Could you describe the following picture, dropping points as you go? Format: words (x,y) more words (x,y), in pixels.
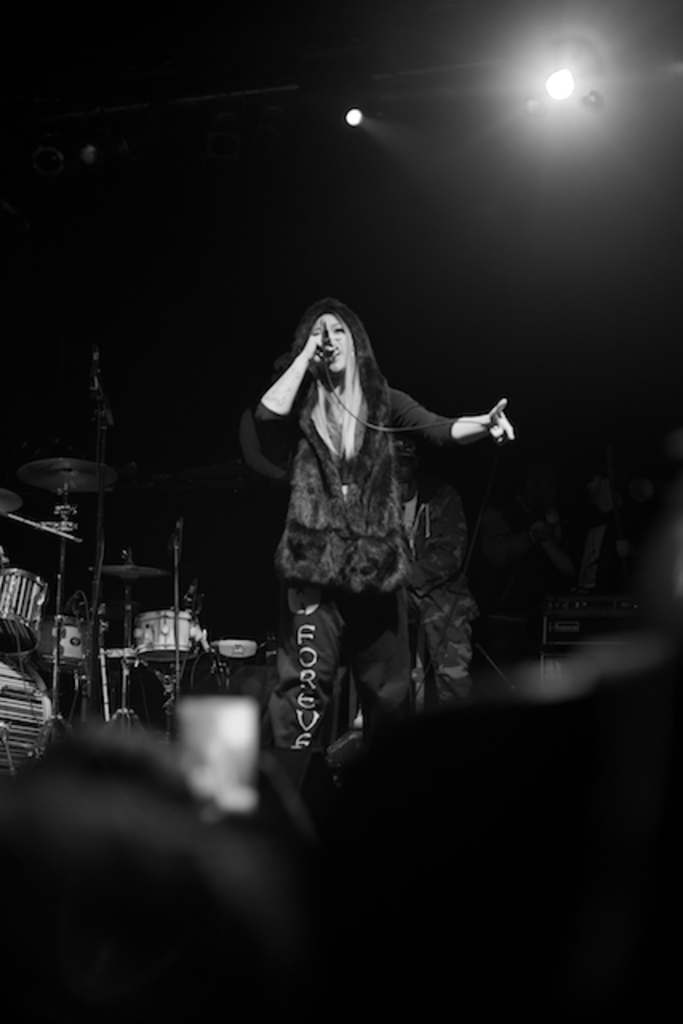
In this picture we can see a woman (297,591) standing and singing on a mic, drums (7,676), lights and some people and in the background (332,184) it is dark.
